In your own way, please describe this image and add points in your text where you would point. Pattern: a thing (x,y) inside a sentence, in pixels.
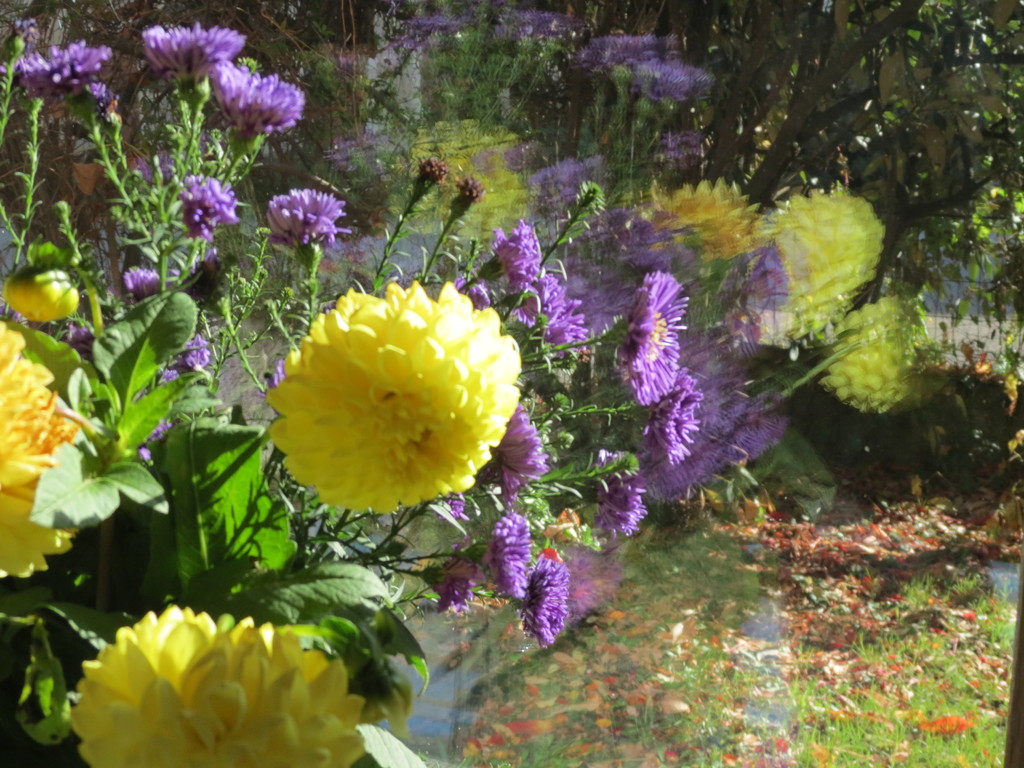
In this image I can see few yellow and purple flowers (448,376) and green leaves (164,476). Background (963,711) is blurred and I can see green grass (960,651).
